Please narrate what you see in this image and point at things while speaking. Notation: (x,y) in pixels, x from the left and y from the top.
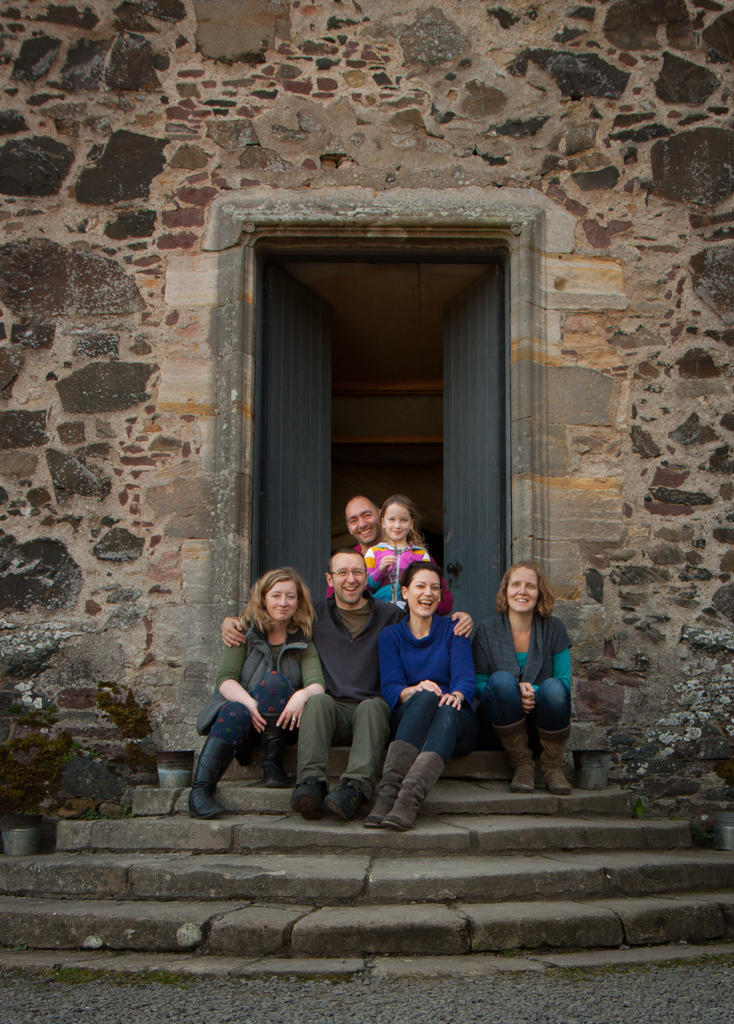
In this image we can see some people (310,701) sitting. We can see the stairs (372,899), doors (299,558), and the wall (117,145).
